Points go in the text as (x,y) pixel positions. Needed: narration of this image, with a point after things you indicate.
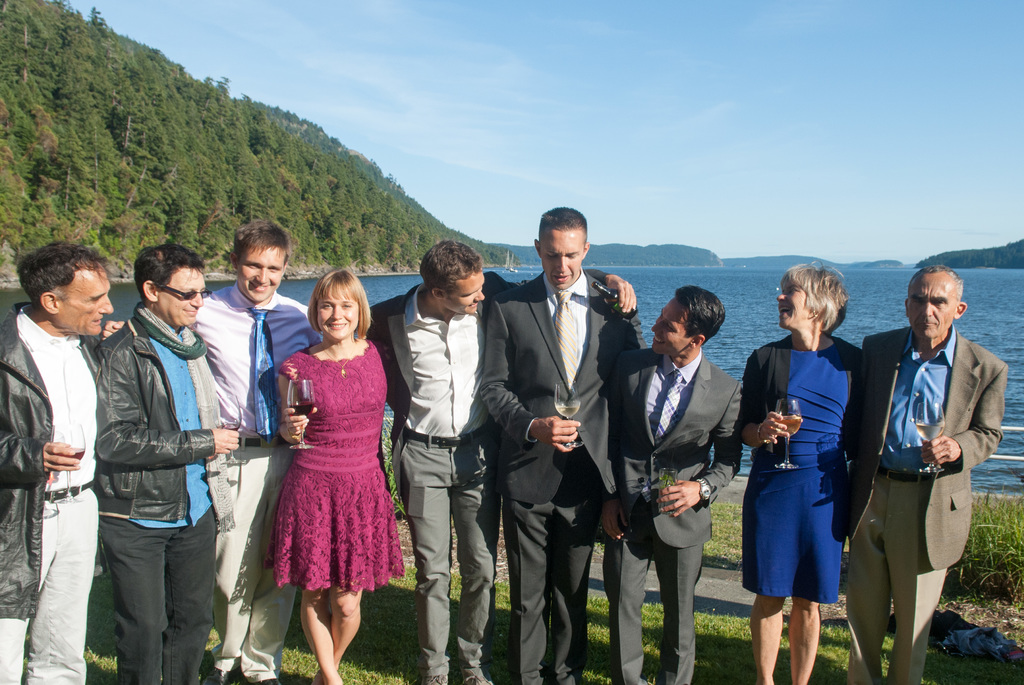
In front of the image there are people (421,396) holding the glasses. At the bottom of the image (941,630) there are some clothes (1018,650) on the grass (648,657). In the background of the image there is a ship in the water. There are trees (278,219), mountains (967,256). At the top of the image (744,87) there is sky (639,99).
